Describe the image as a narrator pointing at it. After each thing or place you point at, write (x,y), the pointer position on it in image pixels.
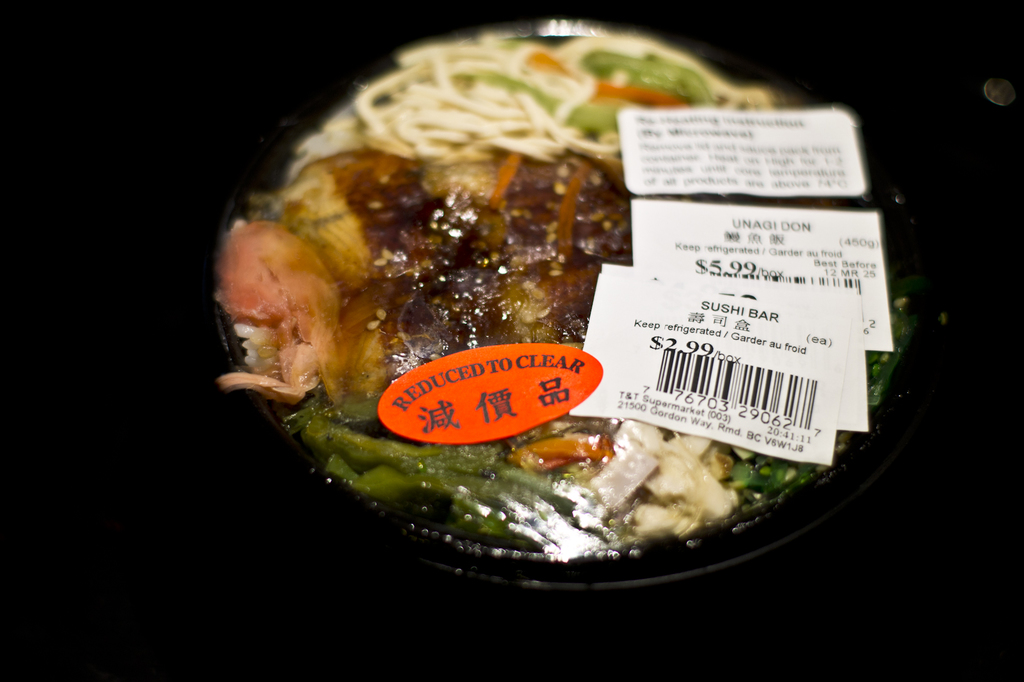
In this image we can see a food item (412,355) kept in the container (912,378) and here we can see the price tags (686,392). The background of the image (810,20) is dark.
